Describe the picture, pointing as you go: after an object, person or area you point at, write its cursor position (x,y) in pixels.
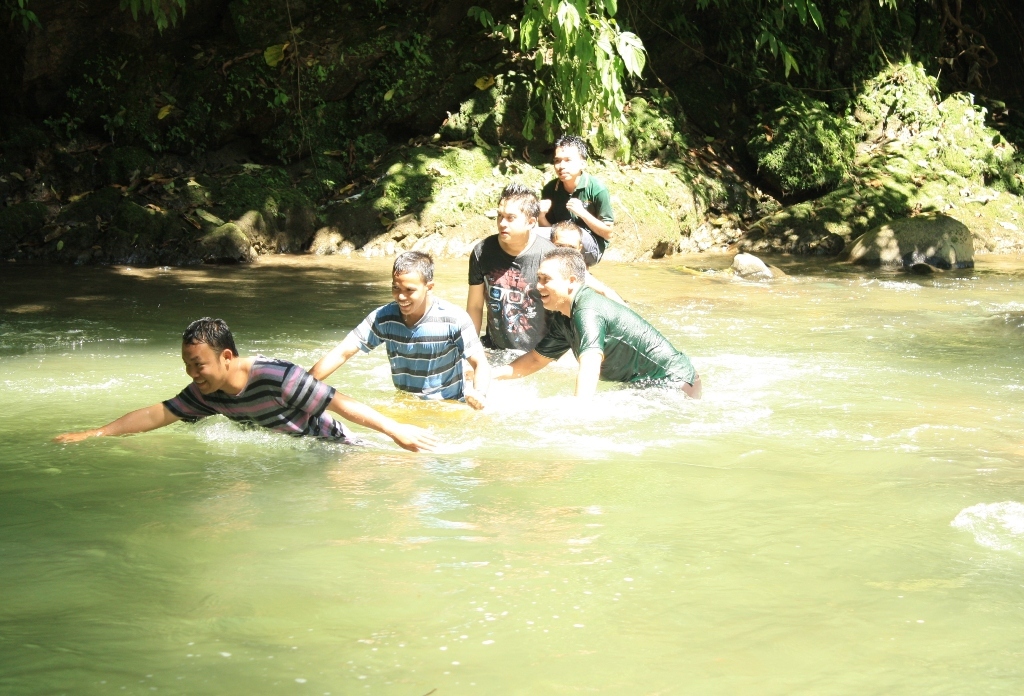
In the image I can see some people (571,292) in the pond (703,656) and behind there are some trees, plants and rocks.
